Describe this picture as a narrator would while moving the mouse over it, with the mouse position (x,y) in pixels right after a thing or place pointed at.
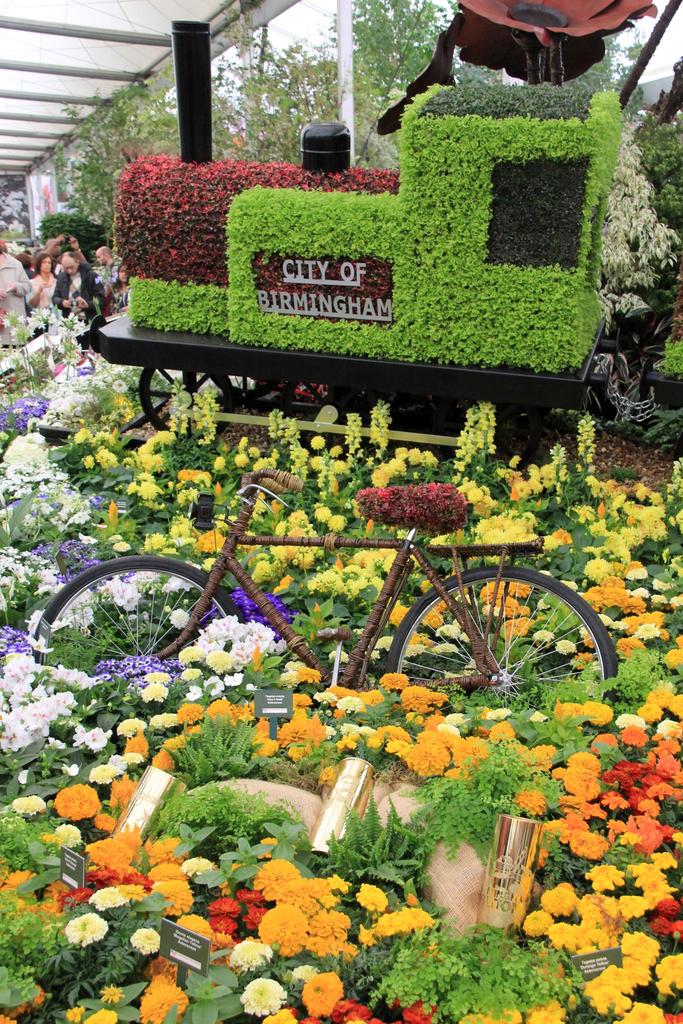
There are flowers (188,534) to the plant (264,805) in the foreground area of the image (478,513), it seems like there are plants (392,493) to the seat (374,517) of a bicycle (458,545) and on a vehicle (377,325), there is text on the vehicle (134,294). There are people (56,274), greenery (226,150), pole (344,44), roof (271,10) and sky (315,24) in the background (320,74).
